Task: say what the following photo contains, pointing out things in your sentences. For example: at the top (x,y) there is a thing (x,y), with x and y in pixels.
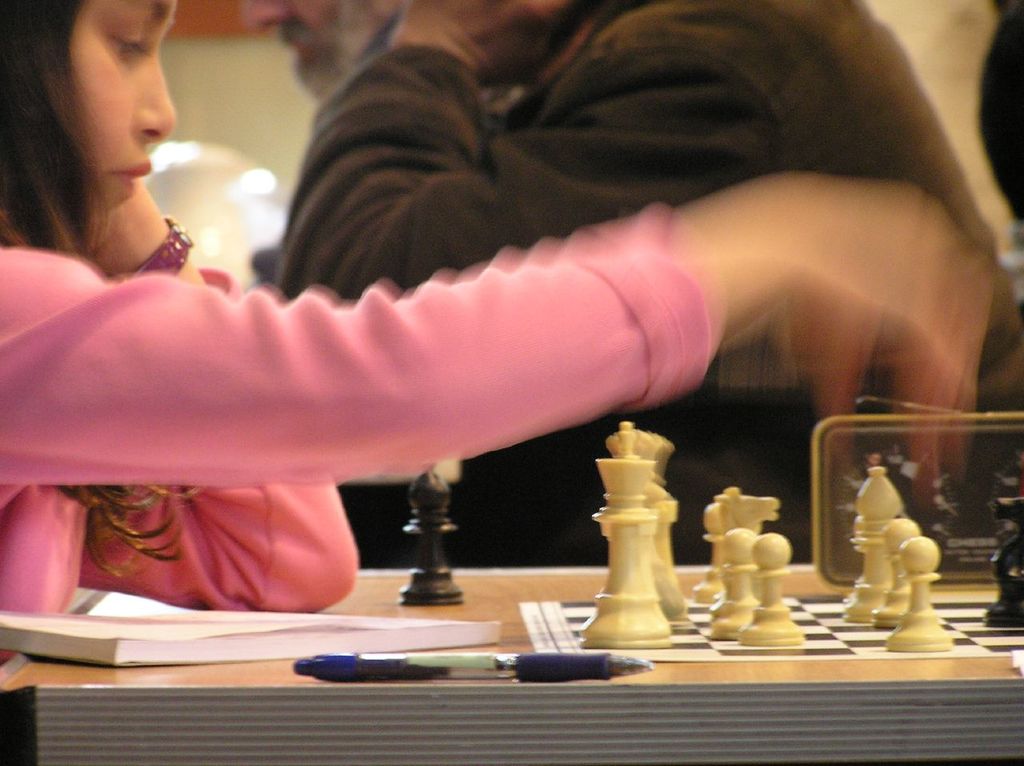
In this picture there is a girl (286,320) playing chess. She wore a pink dress (160,410) and a watch (168,248). There is table (598,572) in front of her. On the table (656,661) there is book (360,644), pen (414,664), chess board (643,652) and chess coins (655,586). In the background (347,183) there is a man (315,163).
